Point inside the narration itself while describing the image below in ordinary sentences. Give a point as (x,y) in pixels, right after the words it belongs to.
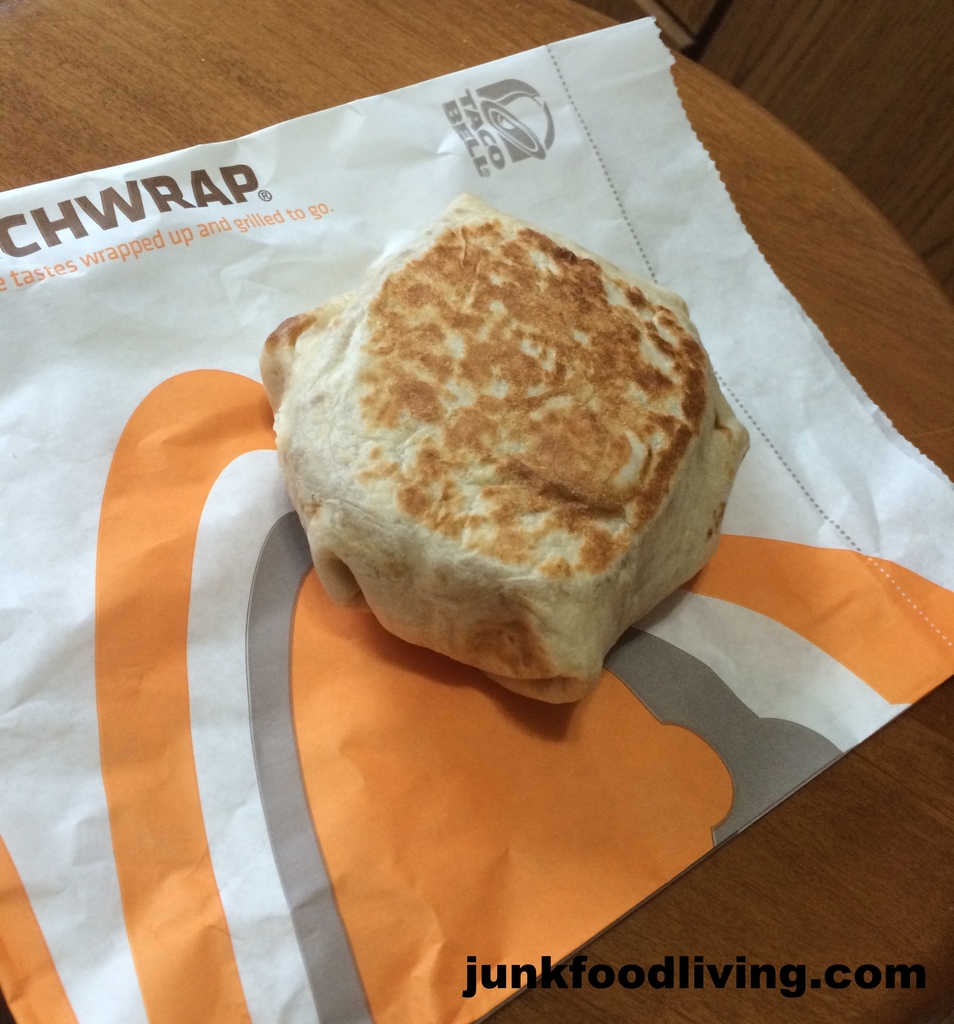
On the wooden surface (901,392) there is a paper cover (258,143). On the paper cover (859,602) in the middle (361,596) there is a food item (396,533) on it. To the right bottom corner of the image (886,962) there is a junk food living. com.
